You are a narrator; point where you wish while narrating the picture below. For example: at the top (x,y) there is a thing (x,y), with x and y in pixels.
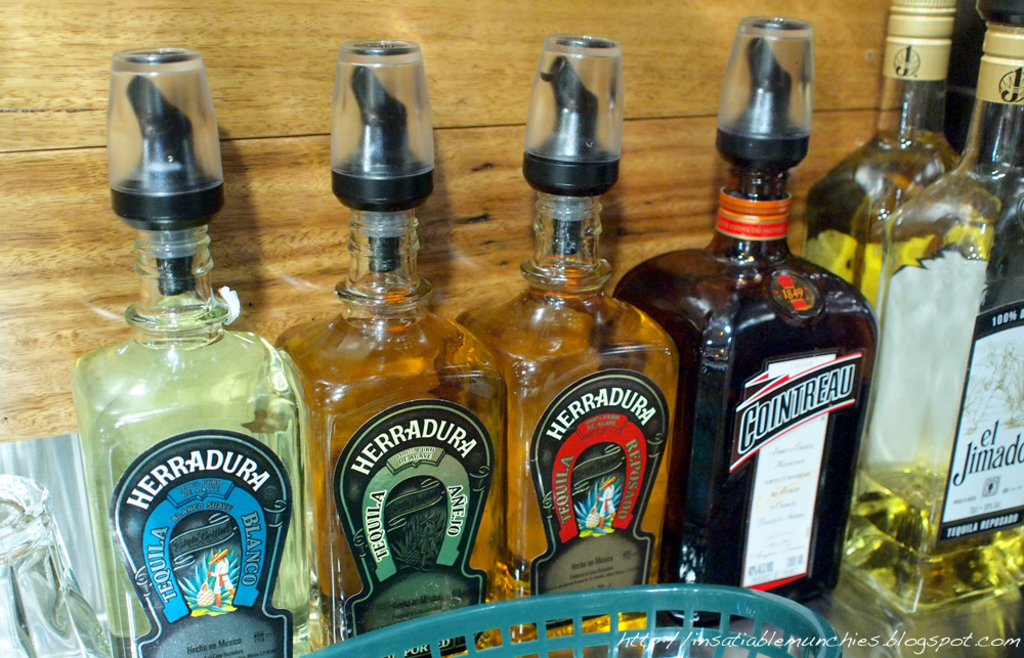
This is a wooden wall (84,161) where six liquor bottles (676,388) and a basket (520,605) are kept in front of it.
